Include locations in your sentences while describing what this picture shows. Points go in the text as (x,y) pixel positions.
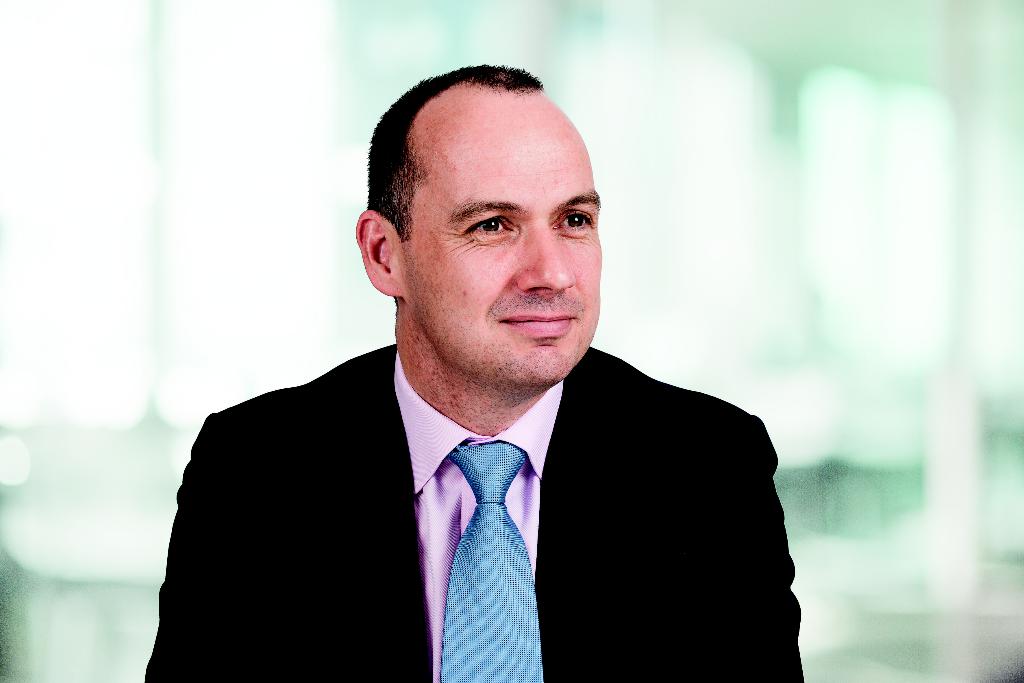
In this image we can see a man (535,253) smiling.
